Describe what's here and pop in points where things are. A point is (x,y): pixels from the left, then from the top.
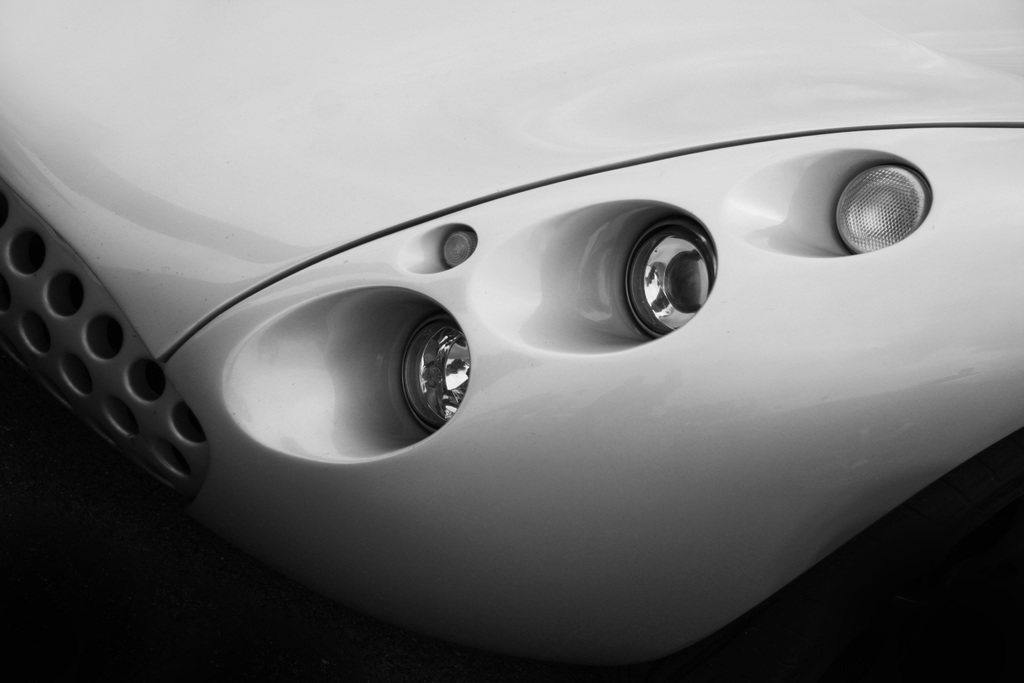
This is a black and white image. This picture is front view of a vehicle (675,365). In this picture we can see the lights (454,249).
